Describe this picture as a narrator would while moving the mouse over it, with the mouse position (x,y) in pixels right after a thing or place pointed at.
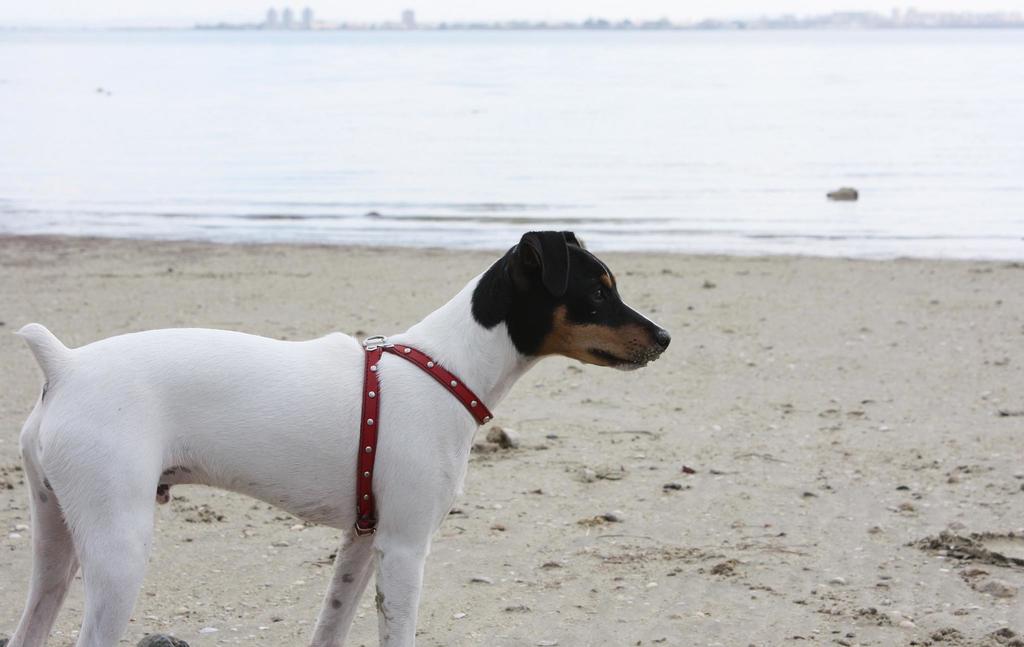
In the front of the image (416,468) I can see a dog (396,507) and belt (370,369). In the background of the image (756,238) I can see water (598,167).
